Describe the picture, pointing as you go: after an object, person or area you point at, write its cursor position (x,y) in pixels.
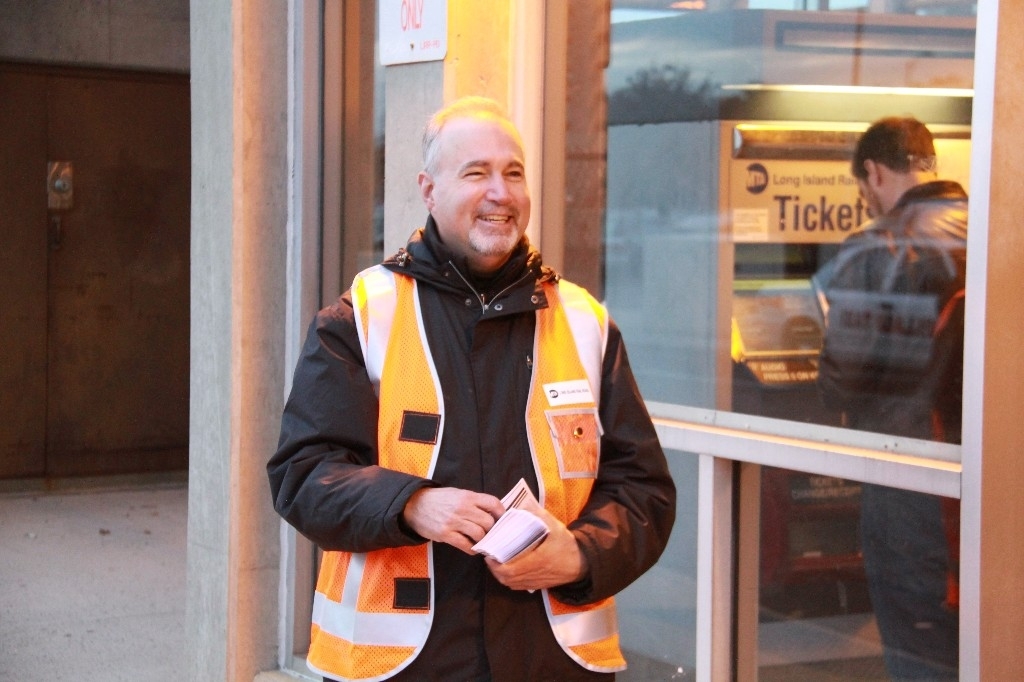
This picture describes about group of people (615,373), in the middle of the image (501,357) we can see a man (484,298), he is smiling and he is holding few papers (520,518), on the right side of the image (895,299) we can see glass (730,266) and a machine (820,331) in the room (765,317).
